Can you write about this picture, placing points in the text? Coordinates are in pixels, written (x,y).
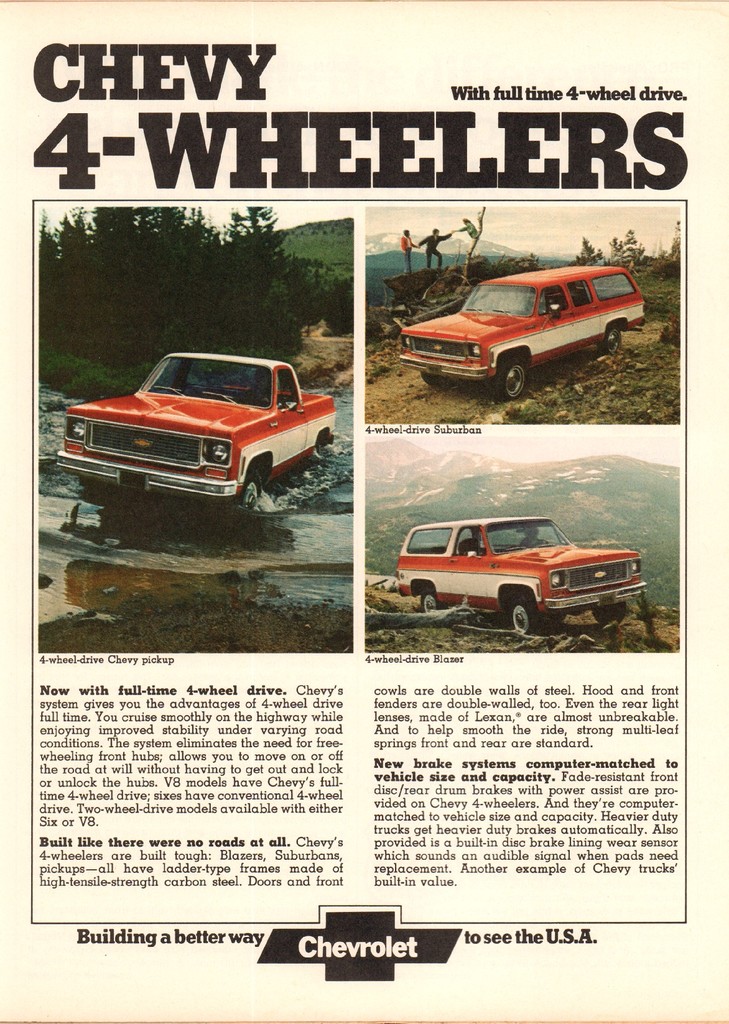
In this image I can see a paper (222,388) and on it I can see few pictures (283,472) of a red colour car (453,365), water (274,487) and I can see few people (405,239) are standing. I can also see something is written on this paper (325,792).
